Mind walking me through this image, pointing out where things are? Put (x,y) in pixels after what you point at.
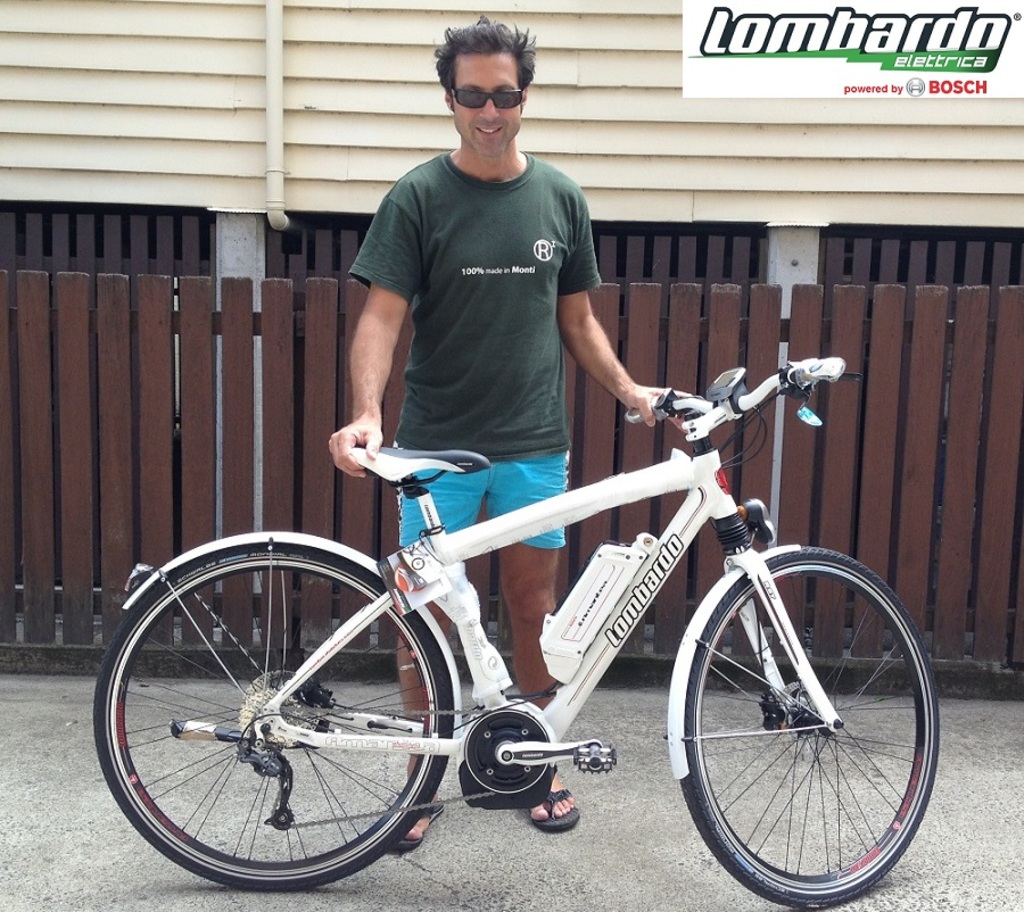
In this image we can see a person (503,326) wearing green color T-shirt (502,349), blue color short (513,482) also wearing goggles (468,102) holding bicycle (279,737) which is in white color and in the background of the image (315,365) there is fencing (315,365) and there is a wall (418,89).
